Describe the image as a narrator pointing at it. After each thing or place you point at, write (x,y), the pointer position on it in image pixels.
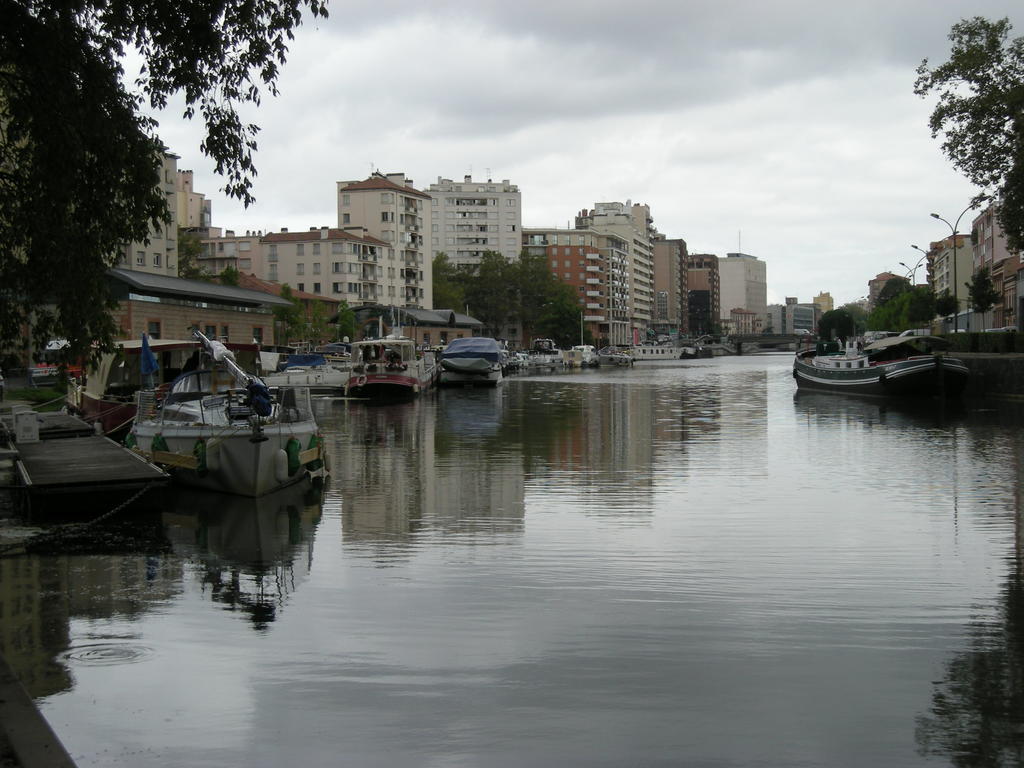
In this image we can see a few boats (253,427) on the water (509,428), there are some buildings (429,338), trees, poles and lights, in the background (355,100) we can see the sky (452,87).
